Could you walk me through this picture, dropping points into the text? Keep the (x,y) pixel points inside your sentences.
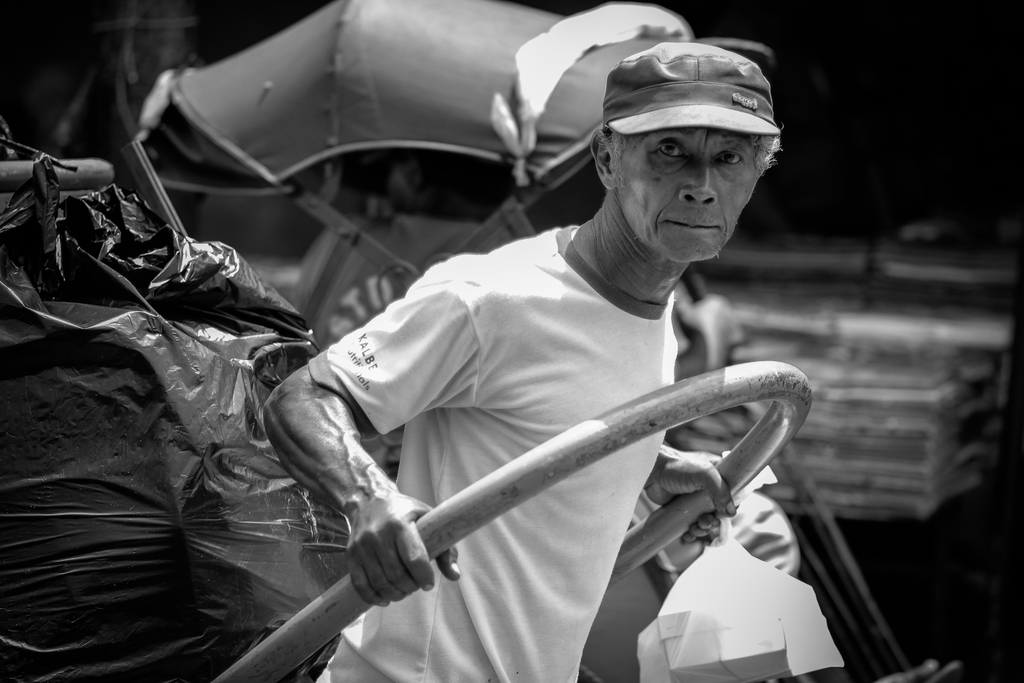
This is black and white image, in this image there is a man (517,456) pulling a cart (524,467).
